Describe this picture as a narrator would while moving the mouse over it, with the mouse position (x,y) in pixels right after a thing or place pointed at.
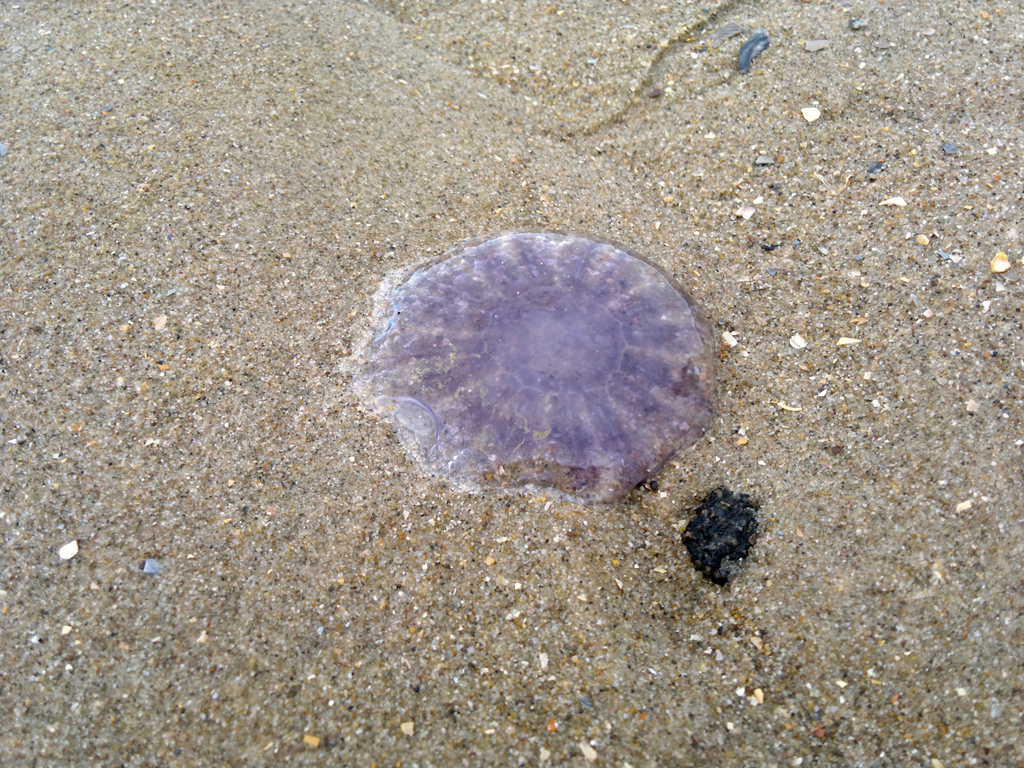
In this picture, it seems to be a jellyfish (586,320) in the center of the image (471,344) on a sand floor (367,419).
